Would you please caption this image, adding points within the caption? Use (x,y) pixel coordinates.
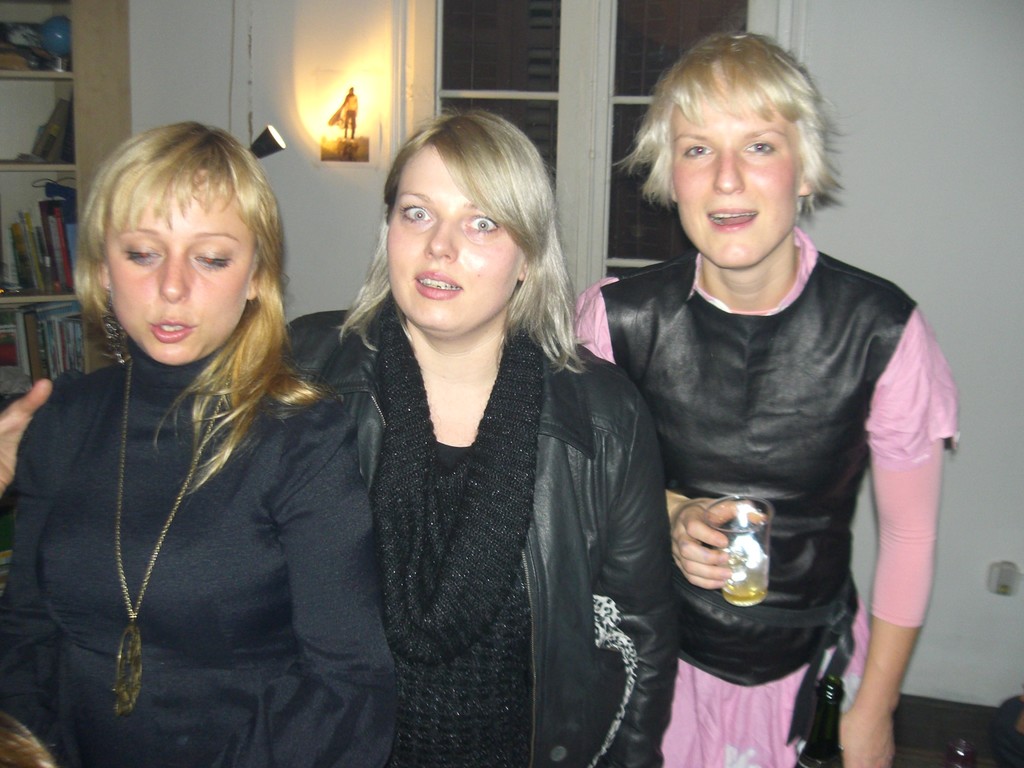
In the picture there are three women (418,433), they are giving weird expressions and the third woman (803,510) is holding a glass (741,595). In the background (27,261) there are some books (21,320) and other items (45,38) kept in the shelves (55,81) and on the right side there is a window (485,95) beside the wall (238,17).
